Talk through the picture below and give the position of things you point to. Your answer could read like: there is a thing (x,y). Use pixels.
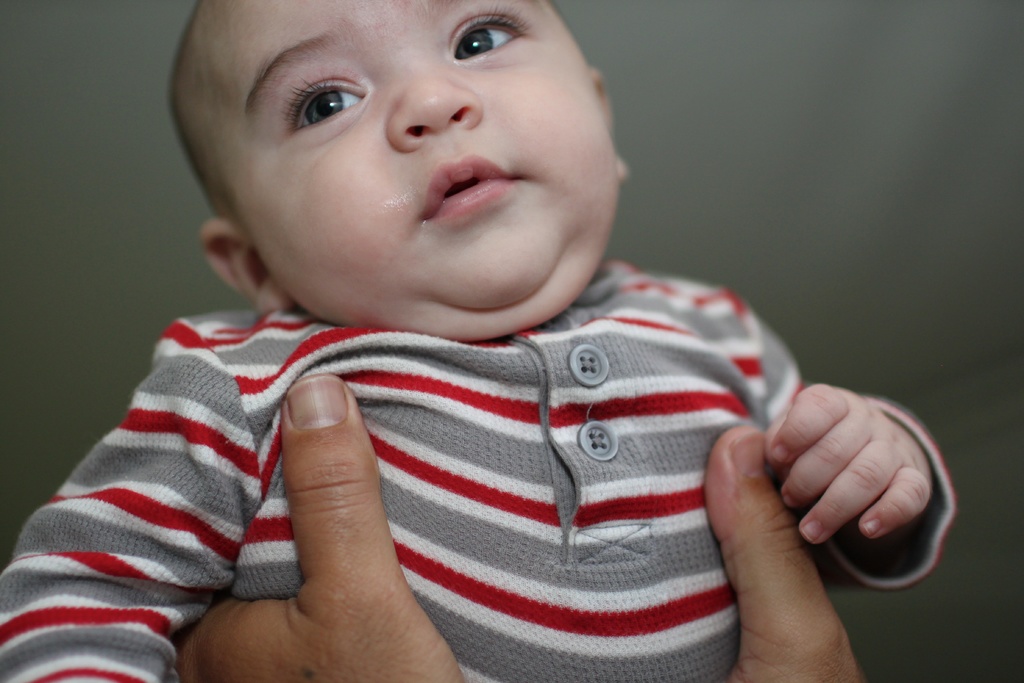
This is a zoomed in picture. In the center (502,280) we can see a kid (460,196) wearing t-shirt (554,477). In the foreground (327,639) we can see the hands (788,563) of a person (786,544) holding a kid (647,434).
